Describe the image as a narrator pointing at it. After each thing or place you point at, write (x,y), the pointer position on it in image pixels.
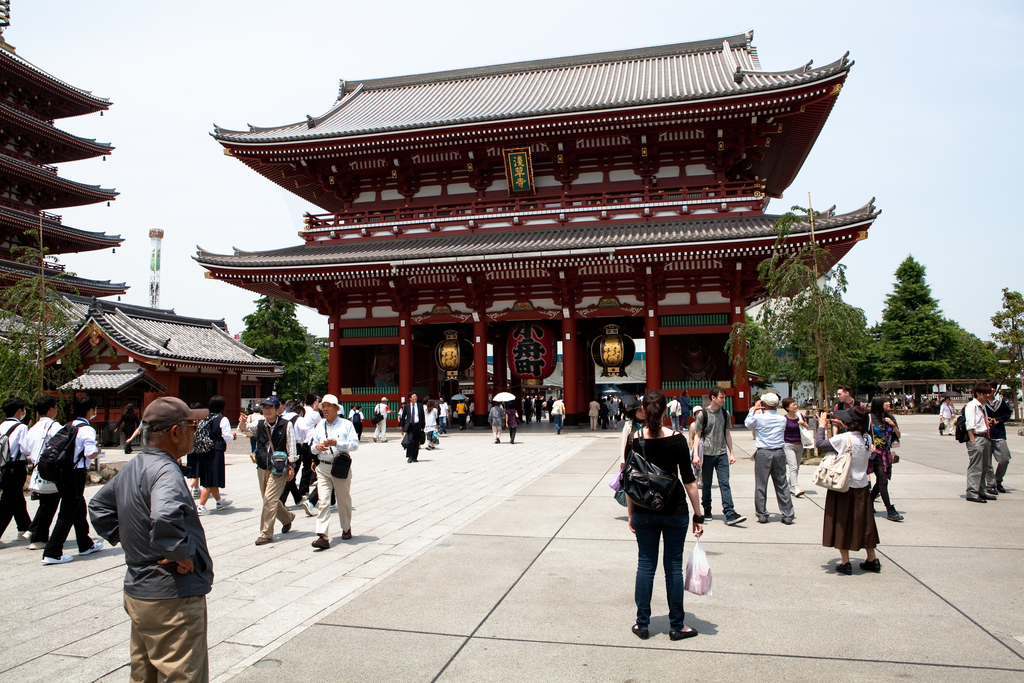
In this picture there are group of people (1003,438), few people (183,557) are standing and few people (24,451) are walking. At the back (729,174) there are buildings (452,278) and trees (293,336) and there is a tower (32,94). At the top (233,19) there is sky (181,135). At the bottom (540,535) there is a road (595,452).
